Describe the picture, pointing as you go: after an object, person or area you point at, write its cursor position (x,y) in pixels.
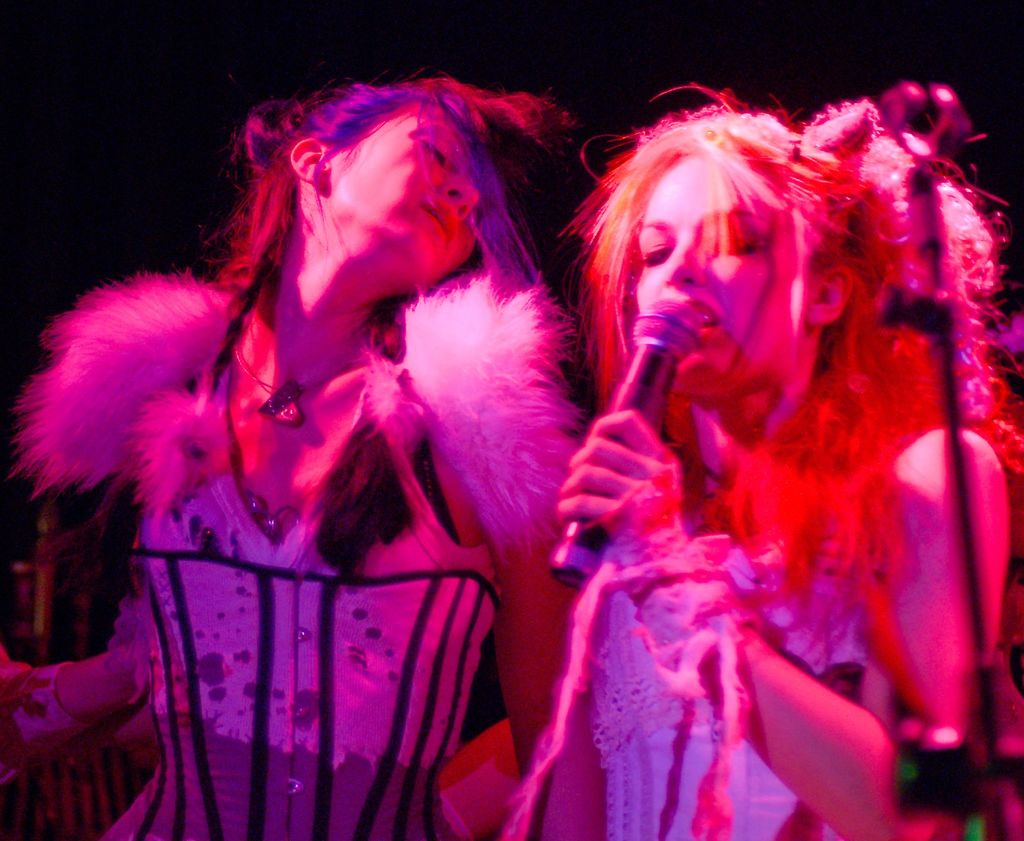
In this image, we can see two women (602,487). Here a woman (688,494) is holding a microphone (658,363) and singing. On the right side of the image (945,361), we can see a rod (985,713). Background (684,31) we can see the dark view. Left side (88,783) bottom corner, we can see few objects (62,767).
